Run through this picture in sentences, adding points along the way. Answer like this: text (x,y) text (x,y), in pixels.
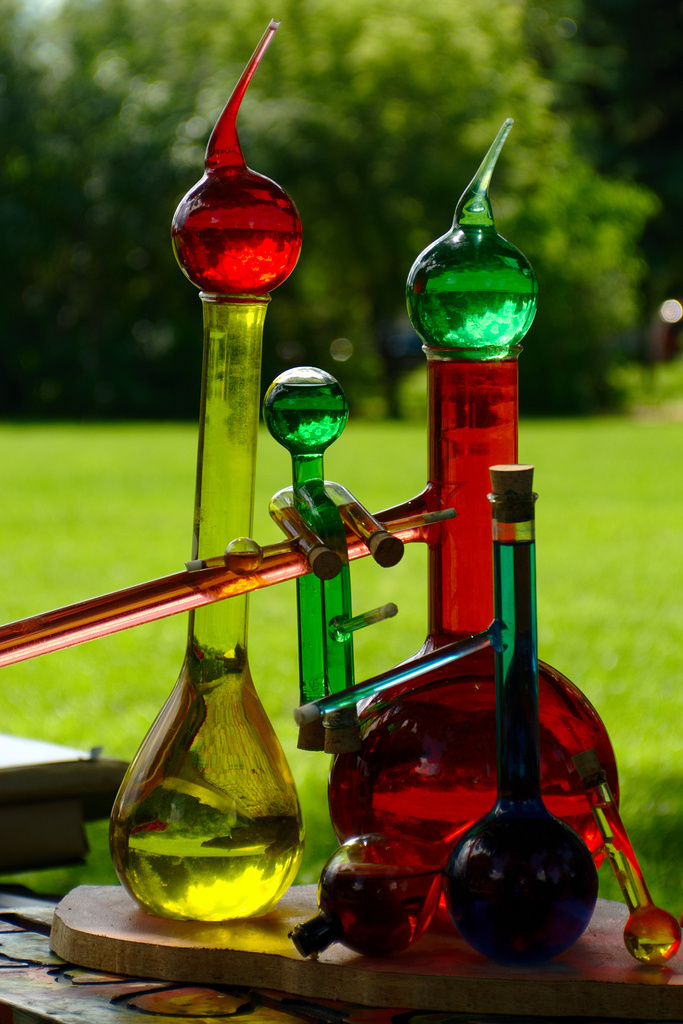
This picture is clicked outside the room and it is very sunny and in front (483,428), we can see beaker (440,539) with red liquid (420,744) in it which is closed with green lid (460,240). We can see yellow beaker (215,687) which is closed with red lid (240,246). We even have a thin flask (513,885) with blue color liquid (535,789) in it, which is placed on the table (219,923). Behind that, we can see grass (156,485) and on background (585,225), we can see trees (460,126).
